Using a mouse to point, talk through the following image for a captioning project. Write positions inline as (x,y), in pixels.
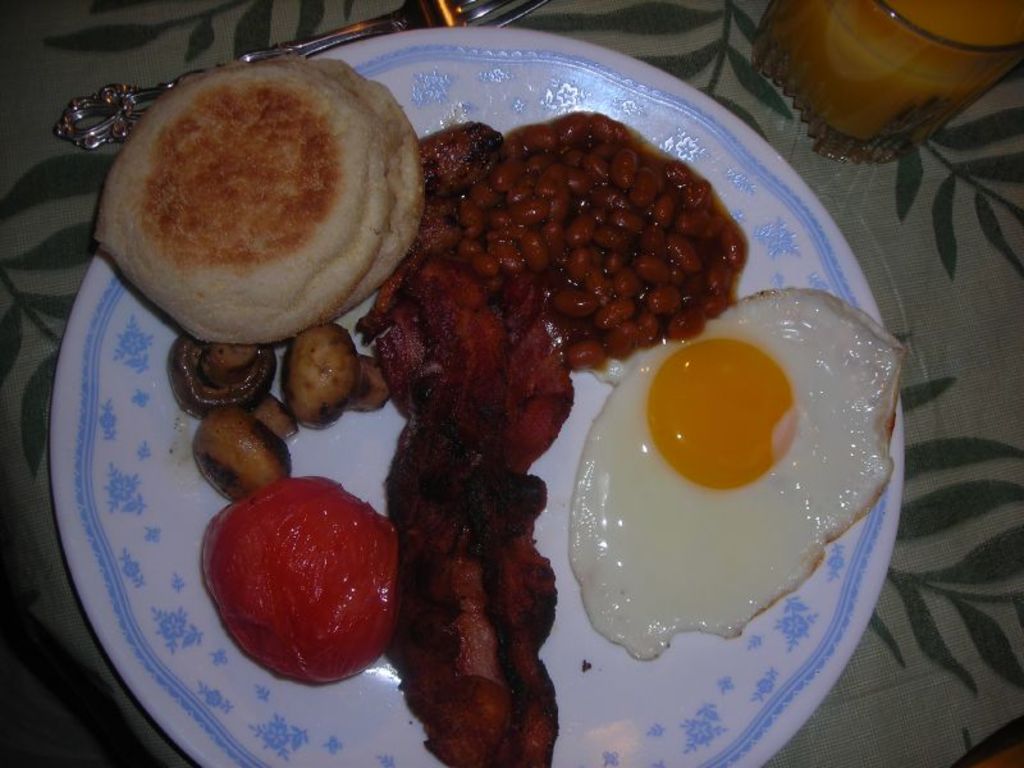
In this picture I can observe some food (509,463) placed in the plate (608,687). The plate (596,703) is in white color. The food (463,653) is in red, brown and cream colors. On the top right side (822,54) I can observe a glass (892,82) with some drink (889,57) in it.
